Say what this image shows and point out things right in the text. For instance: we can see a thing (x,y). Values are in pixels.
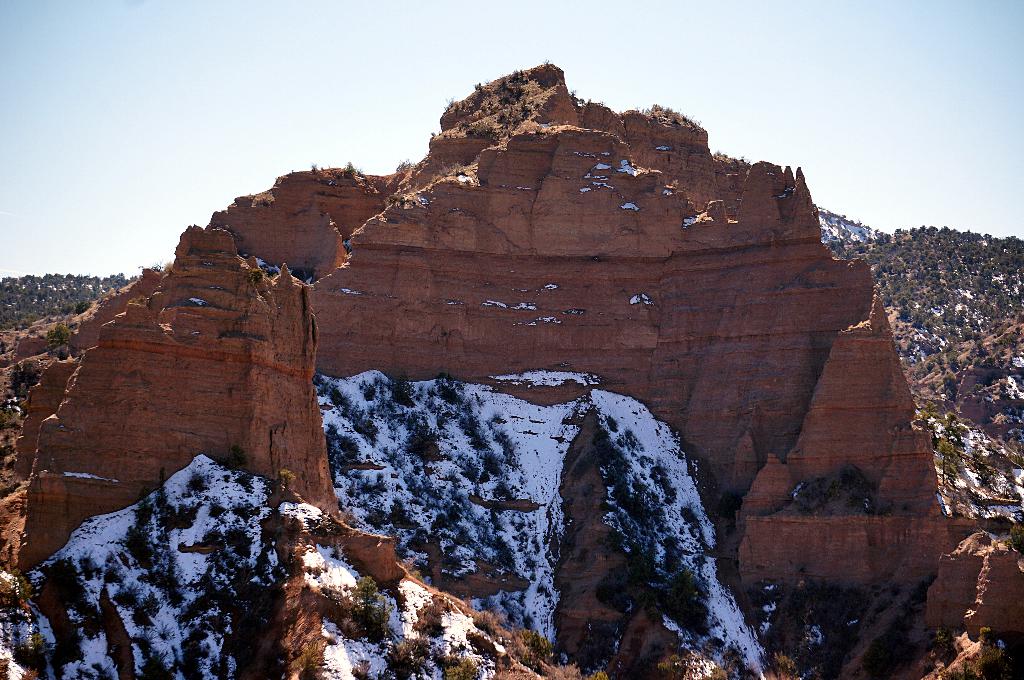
In this image there are mountains (470,329). On the mountain (375,451) there is a snow (418,493) and there are a few plants (958,340) and trees (60,335). In the background (286,118) there is the sky (243,113).
